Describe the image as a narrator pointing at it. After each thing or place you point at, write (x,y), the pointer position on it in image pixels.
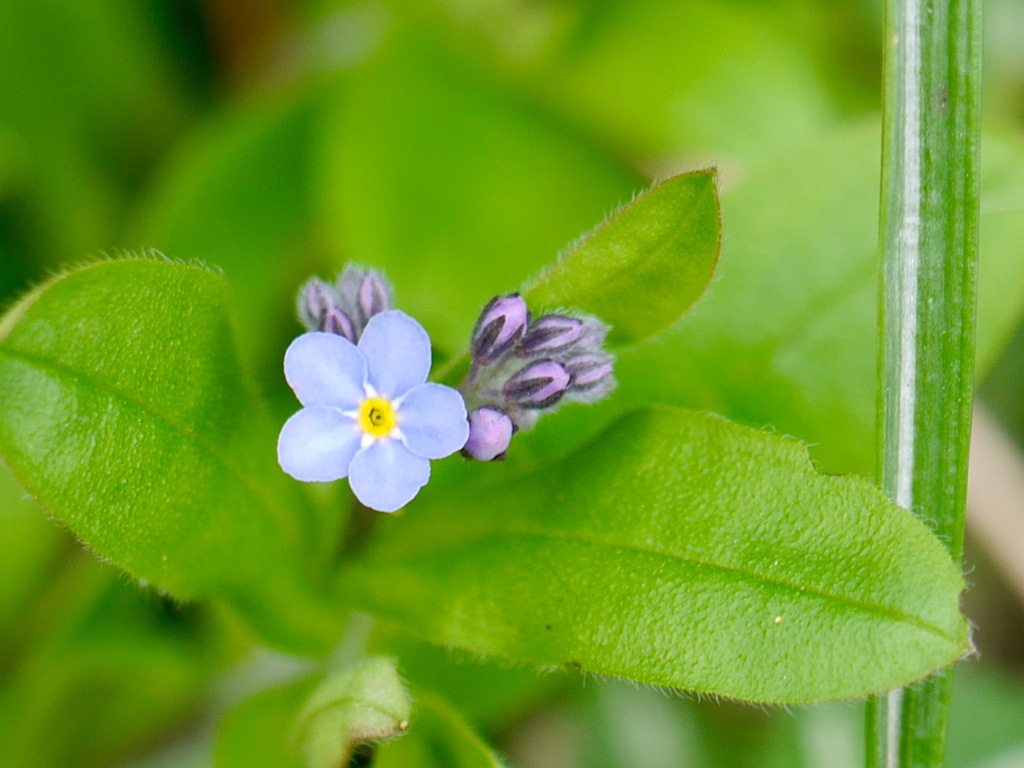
In the center of the image (356,292) we can see plants (603,349) and flowers (439,390), which are in light blue color.
